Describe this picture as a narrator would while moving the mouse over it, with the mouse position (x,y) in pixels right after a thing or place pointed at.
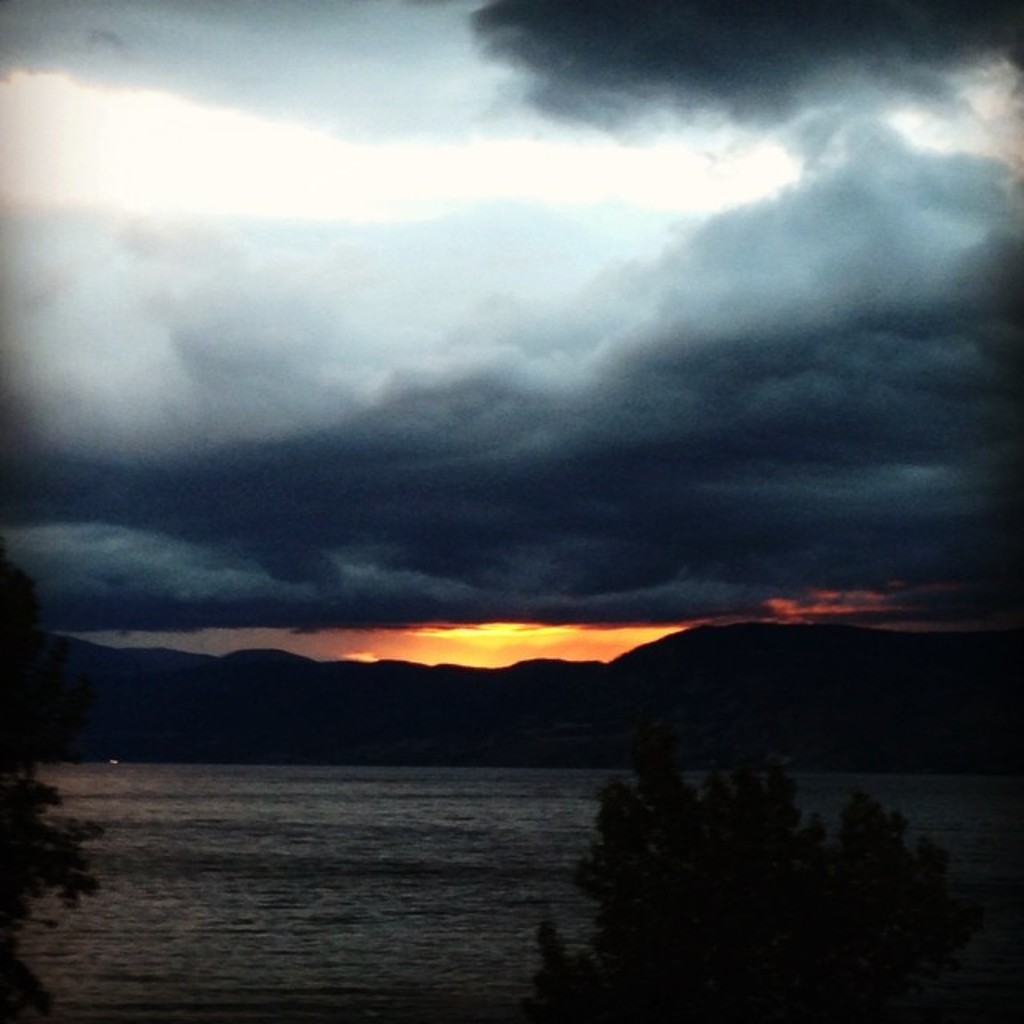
There are trees (668,893) and water (352,843). In the background (443,708) there are hills (619,693) and sky (488,430) with clouds (457,450).
